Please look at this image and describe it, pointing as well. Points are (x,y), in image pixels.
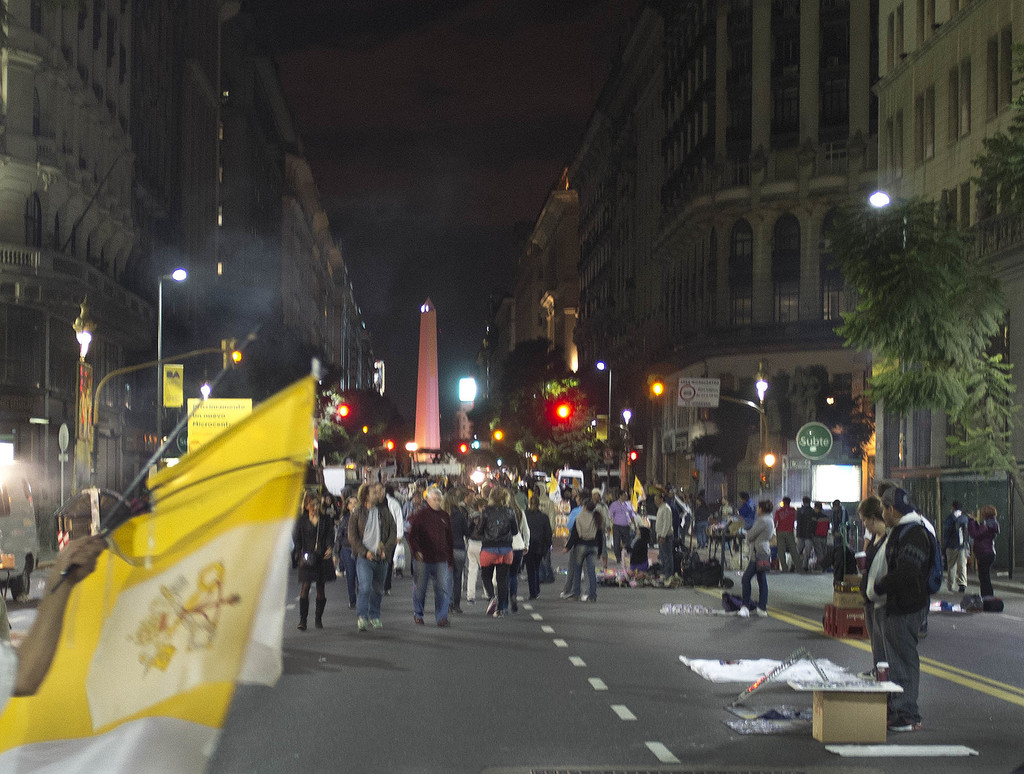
In the image few people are standing and walking on the road (965,764) and there are some boxes (839,743) and products (772,662). In the bottom left side of the image (170,603) a person (41,660) is holding some flags (97,592). Behind the flags (30,711) there is a vehicle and poles (85,425) and sign boards (229,412). In the middle of the image (655,417) there are some trees (949,394) and buildings (53,205) and lights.
